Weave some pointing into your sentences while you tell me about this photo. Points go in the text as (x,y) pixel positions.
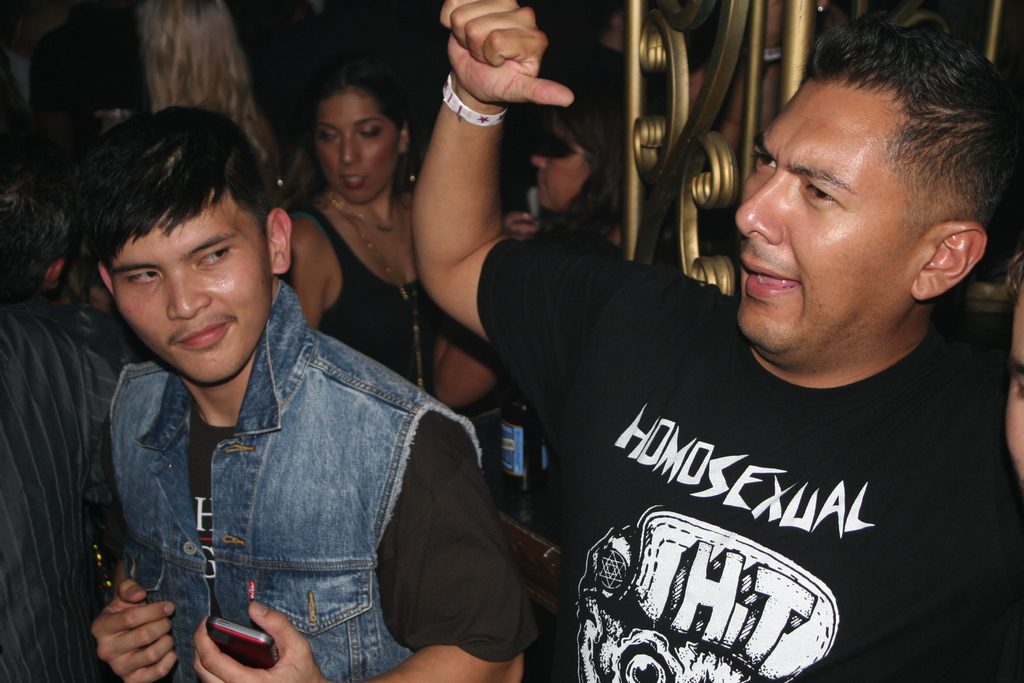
In the picture we can see a man (793,441) standing and wearing a black T-shirt (781,437) and raising his hand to it, we can see a white wristband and besides to him we can see another man (208,389) with a blue jacket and T-shirt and watching him and in the background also we can see some woman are standing.
